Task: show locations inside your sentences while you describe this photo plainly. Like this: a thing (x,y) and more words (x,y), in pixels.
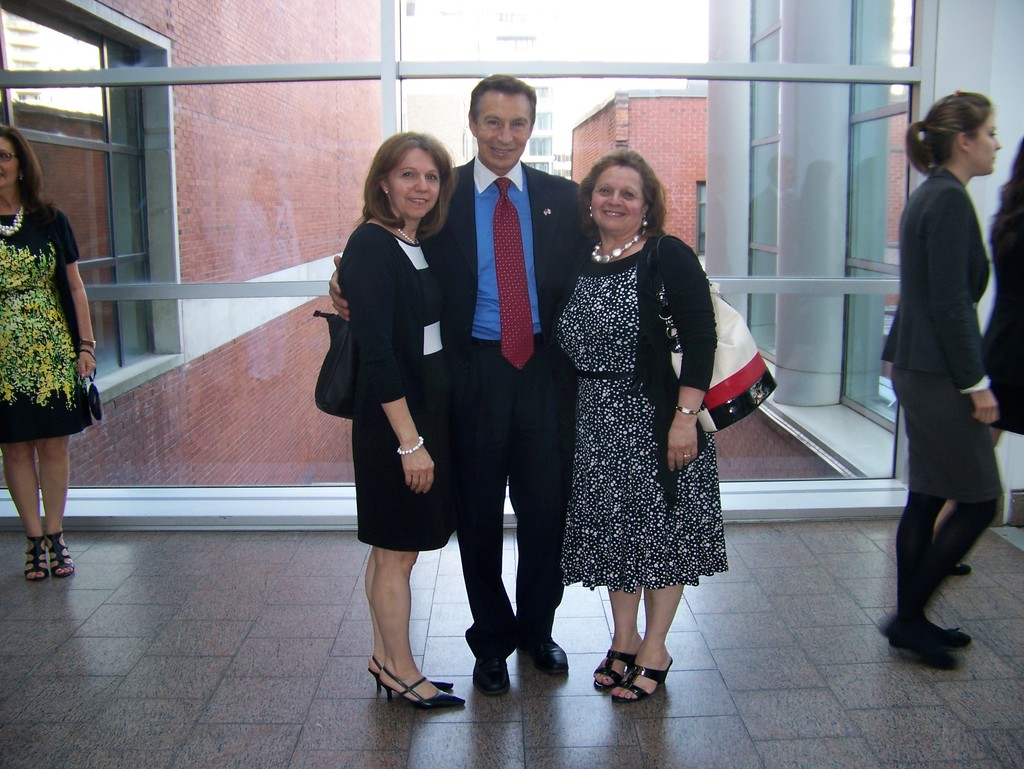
In this image I can see three persons (443,315) standing. The person (364,301) at left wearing black dress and wearing black bag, the person (688,301) at right (694,331) wearing black dress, cream color bag (725,332). In front (483,229) I can see a person (460,242) wearing black blazer (470,229), blue shirt (485,242), maroon tie (506,246). At left (53,480) and right I can see few other persons (14,380) standing. At the back (711,104) I can see glass door (661,87), building (665,111) in brown color and sky (588,49) in white color.
